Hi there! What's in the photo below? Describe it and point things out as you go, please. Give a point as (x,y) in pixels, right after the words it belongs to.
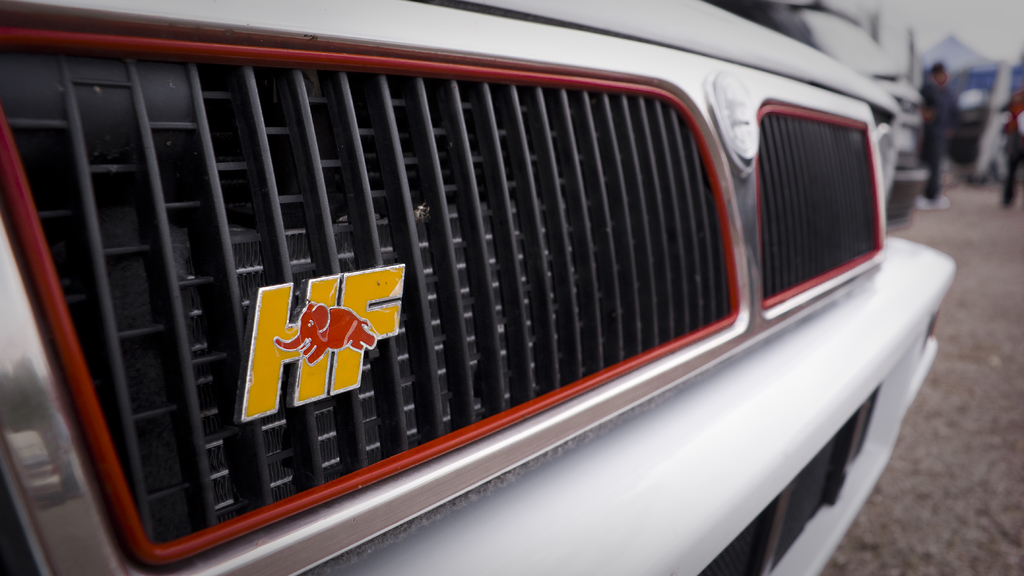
In the foreground of this image (612,324), there is the bumper (547,534) of a vehicle (390,433). In the background (909,56), there are two people (925,126) and remaining objects (977,91) are blurry.
